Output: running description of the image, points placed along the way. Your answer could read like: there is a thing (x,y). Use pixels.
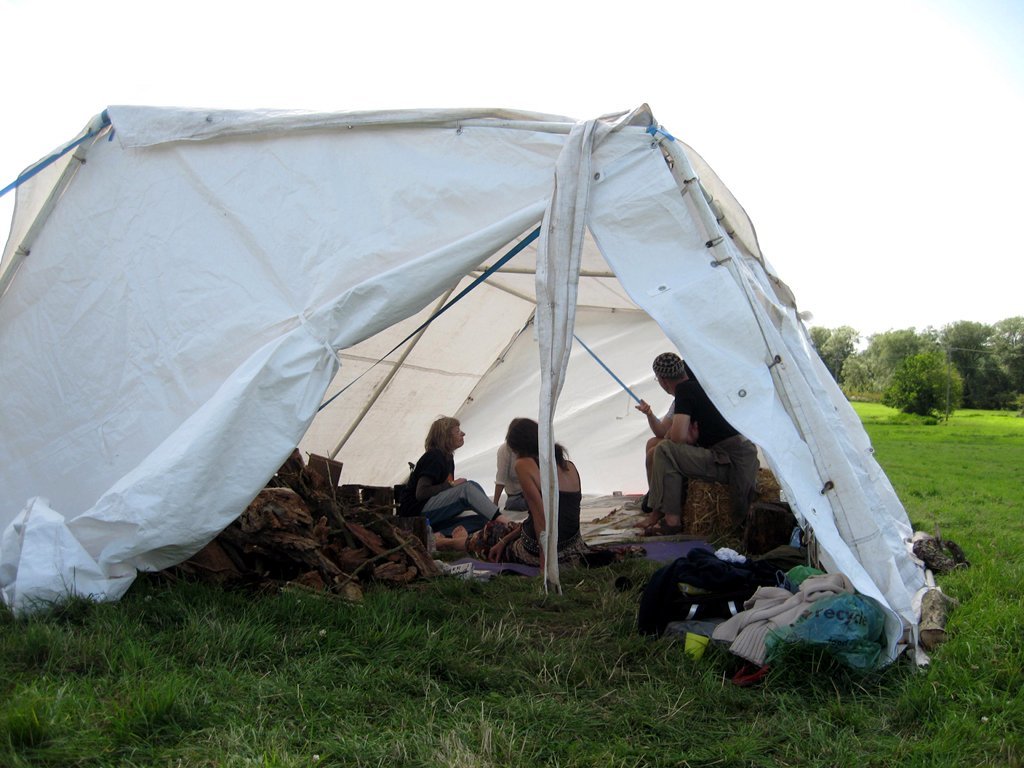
In this image we can see a tent (610,409), people (717,477), clothes (804,608) and other objects (804,625). In the background of the image (1001,354) there are trees (961,404) and grass (1012,489). At the top of the image (964,72) there is the sky (39,50). At the bottom of the image (536,634) there is the grass (585,685).
